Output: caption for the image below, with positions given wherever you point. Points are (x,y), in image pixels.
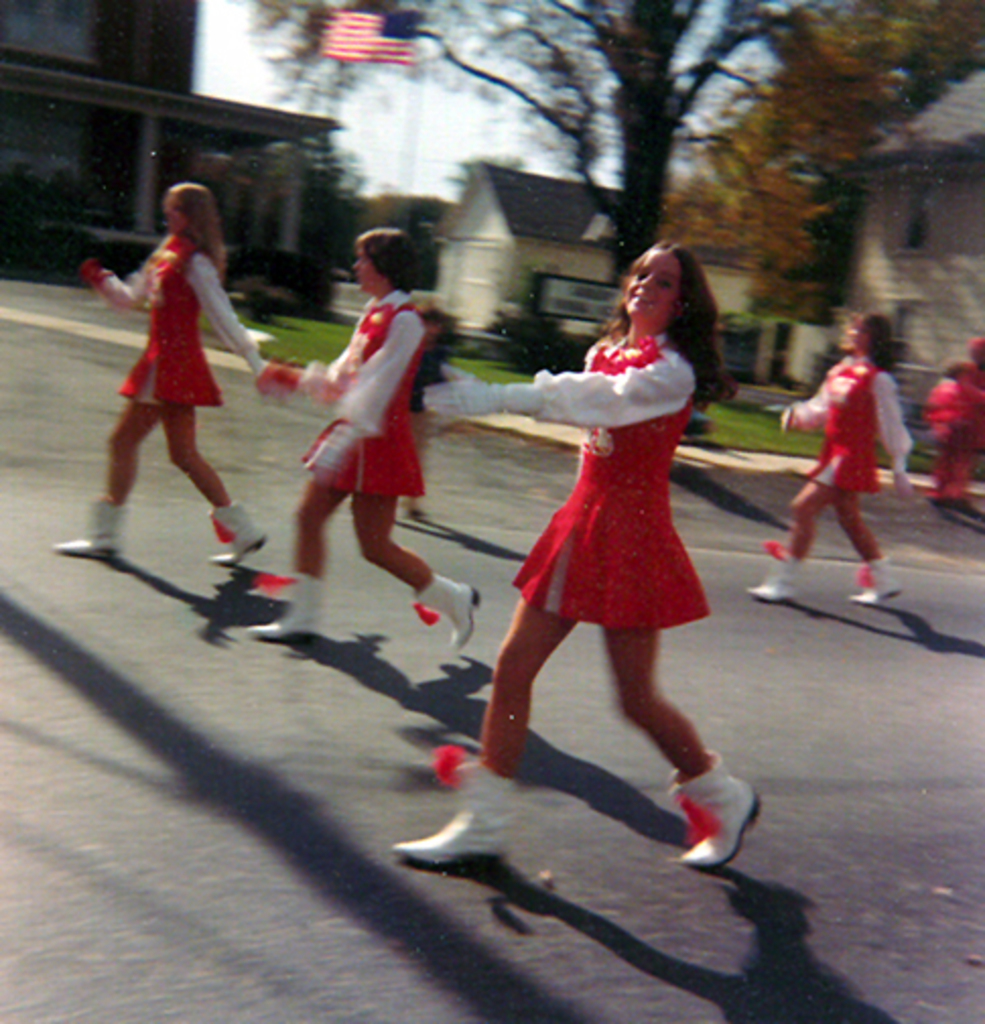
In this image we can see many girls (595,461) on the road (400,634). In the back (834,280) there is a tree (582,171). Also there is a flag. And there are buildings (553,204). In the background (352,117) there is sky (229,69).
